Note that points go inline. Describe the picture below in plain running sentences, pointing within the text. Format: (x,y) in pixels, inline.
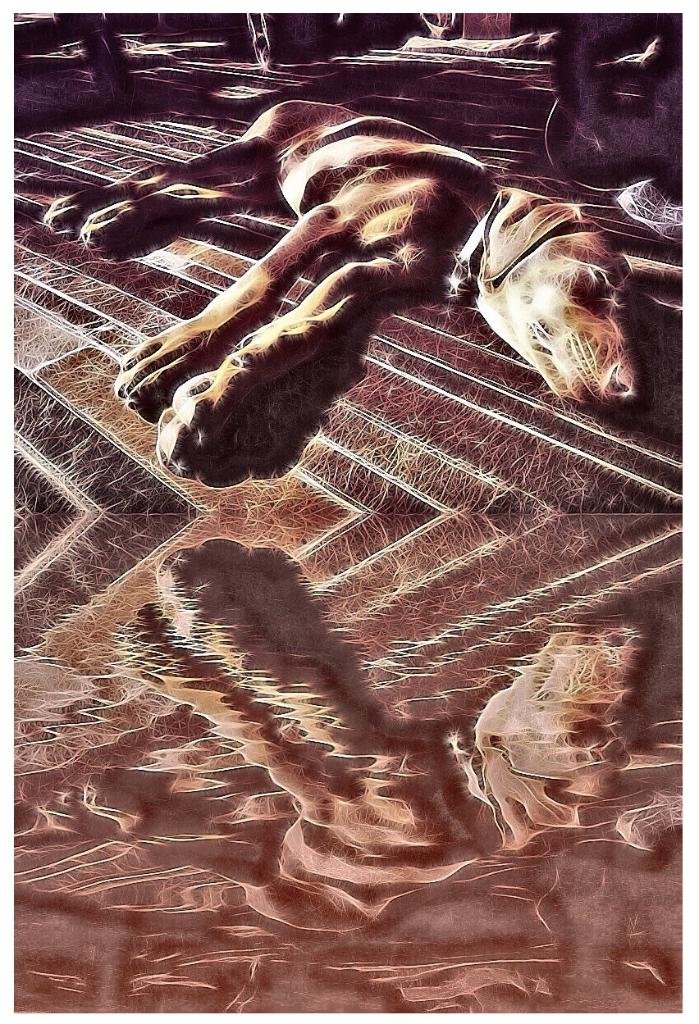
In this picture there is a dog (303,243), it is lying on the floor (233,257).
